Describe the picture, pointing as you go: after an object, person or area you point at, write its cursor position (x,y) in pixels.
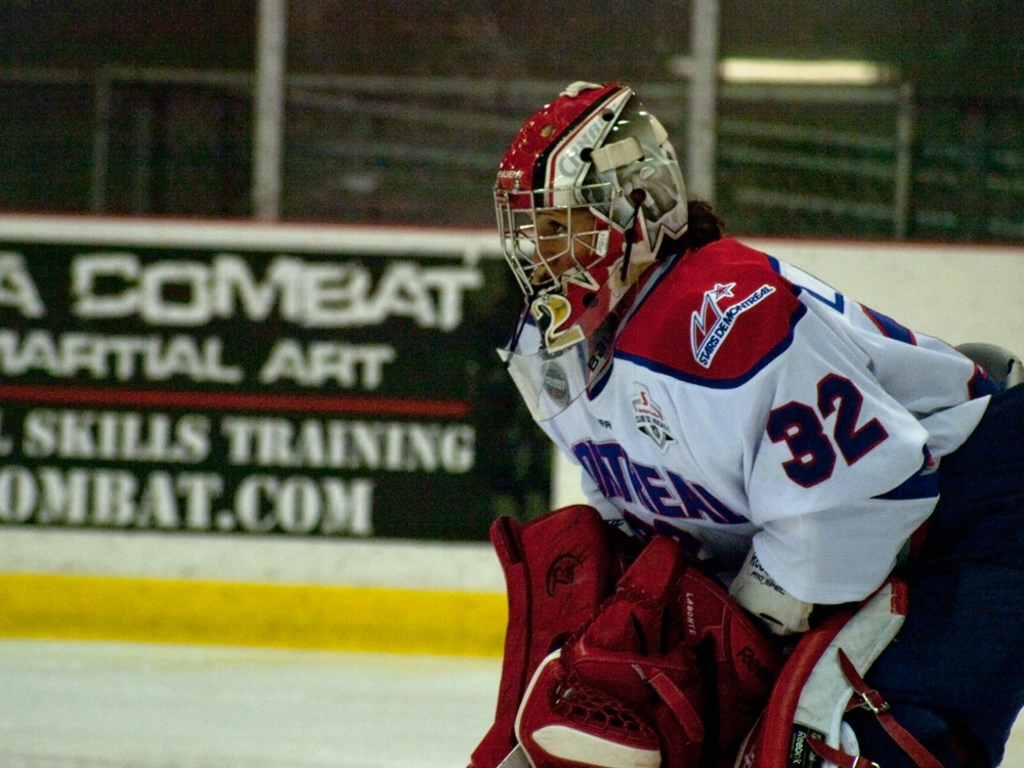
In this image we can see a sports person (738,613) wearing a helmet (611,278). In the background (441,357) there is a board (187,354) and we can see a fence (457,144).
